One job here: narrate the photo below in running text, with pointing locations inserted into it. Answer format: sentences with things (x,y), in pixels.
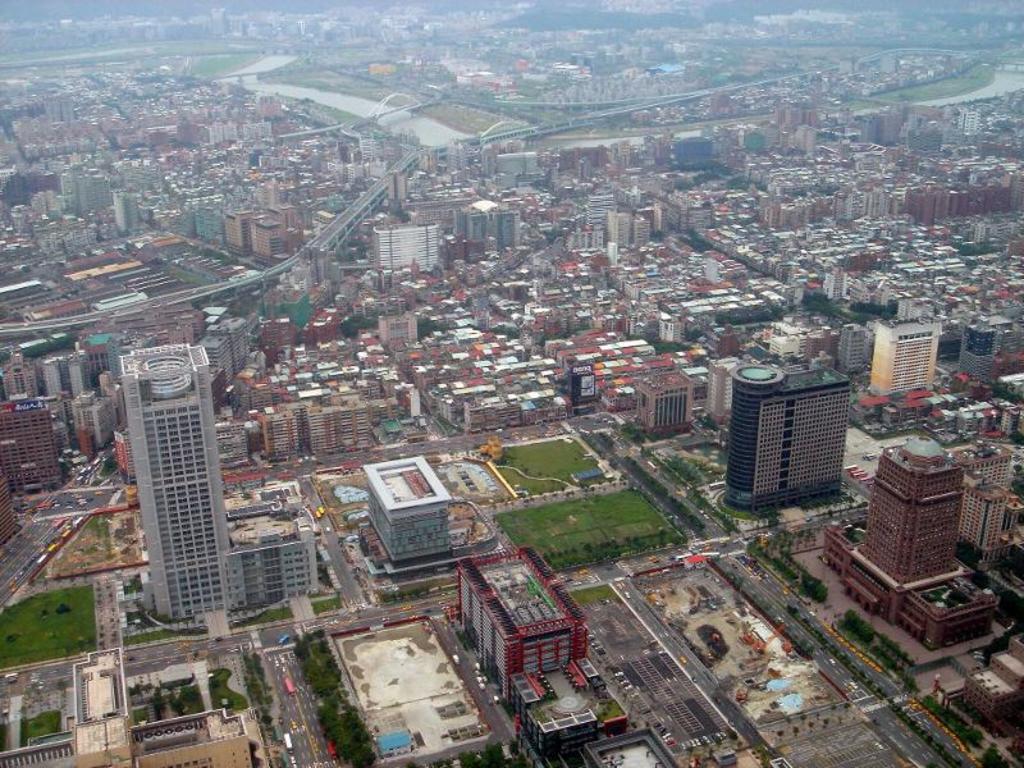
This is an aerial view of an image where we can see tower buildings (164,547), roads (273,678), grass (631,513), bridges (347,127) and water (546,143).
